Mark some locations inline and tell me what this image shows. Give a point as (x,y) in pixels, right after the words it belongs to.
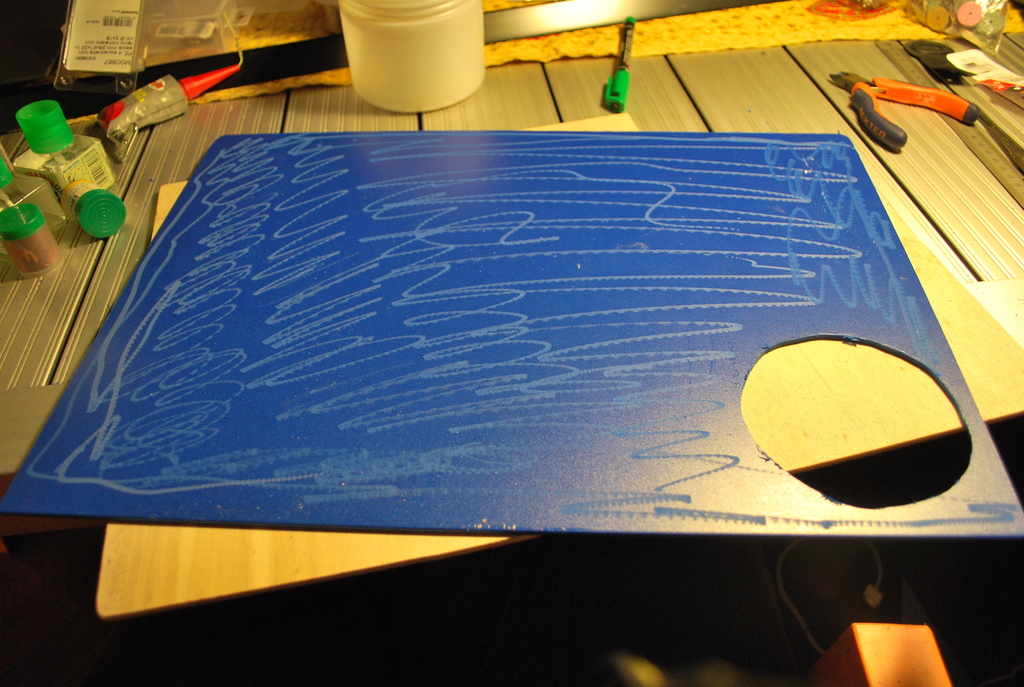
In this image, we can see a table (596,95) contains a board (407,356), bottles (30,215), pen (616,97) and pliers tool (891,88).
